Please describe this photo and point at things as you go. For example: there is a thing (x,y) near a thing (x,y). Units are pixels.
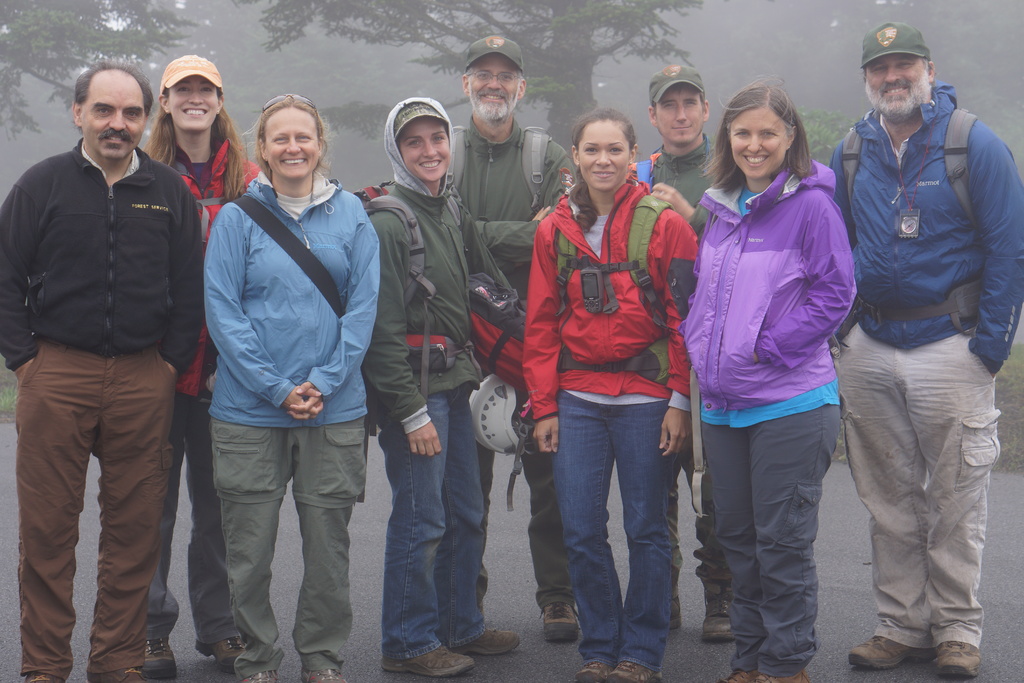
In the image there are few people (304,190) standing. In those few people (270,251) there are five persons (222,157) with caps (173,77) on their heads (888,78). And there are few people (504,262) wearing bags (494,364). Behind those people (917,87) there are trees (95,29).
